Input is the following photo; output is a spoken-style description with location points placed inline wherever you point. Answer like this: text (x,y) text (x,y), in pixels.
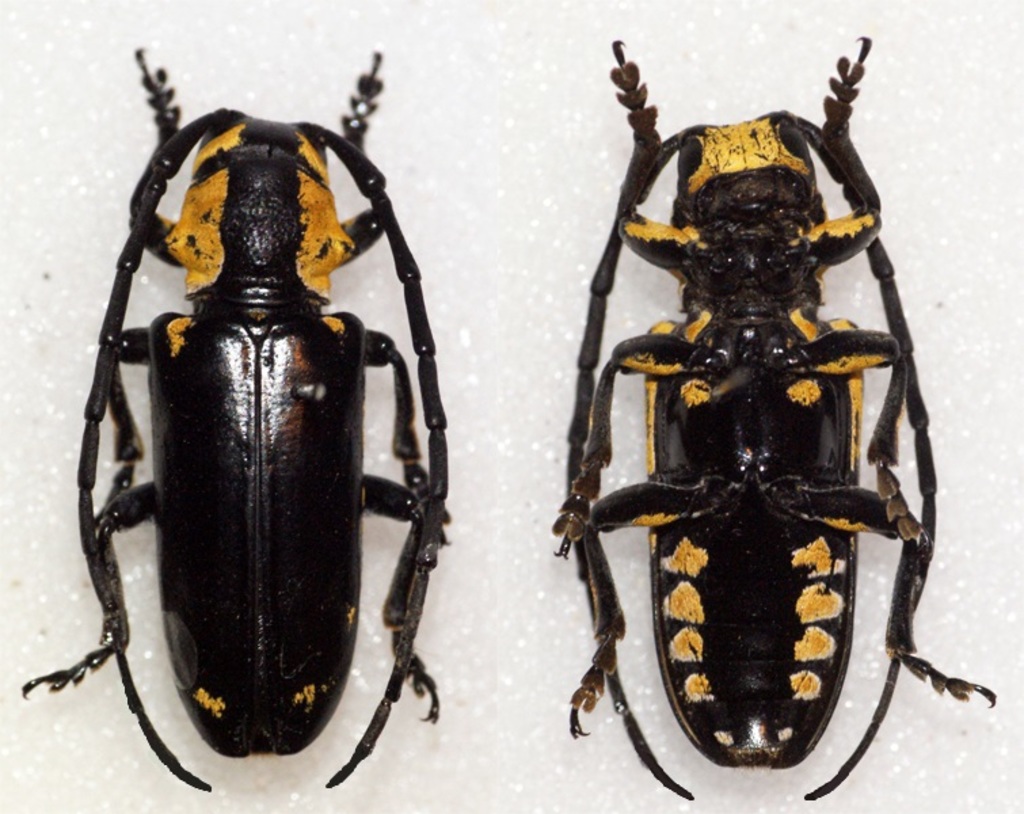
These are the 2 insects (600,566) which are in black and yellow colors.
